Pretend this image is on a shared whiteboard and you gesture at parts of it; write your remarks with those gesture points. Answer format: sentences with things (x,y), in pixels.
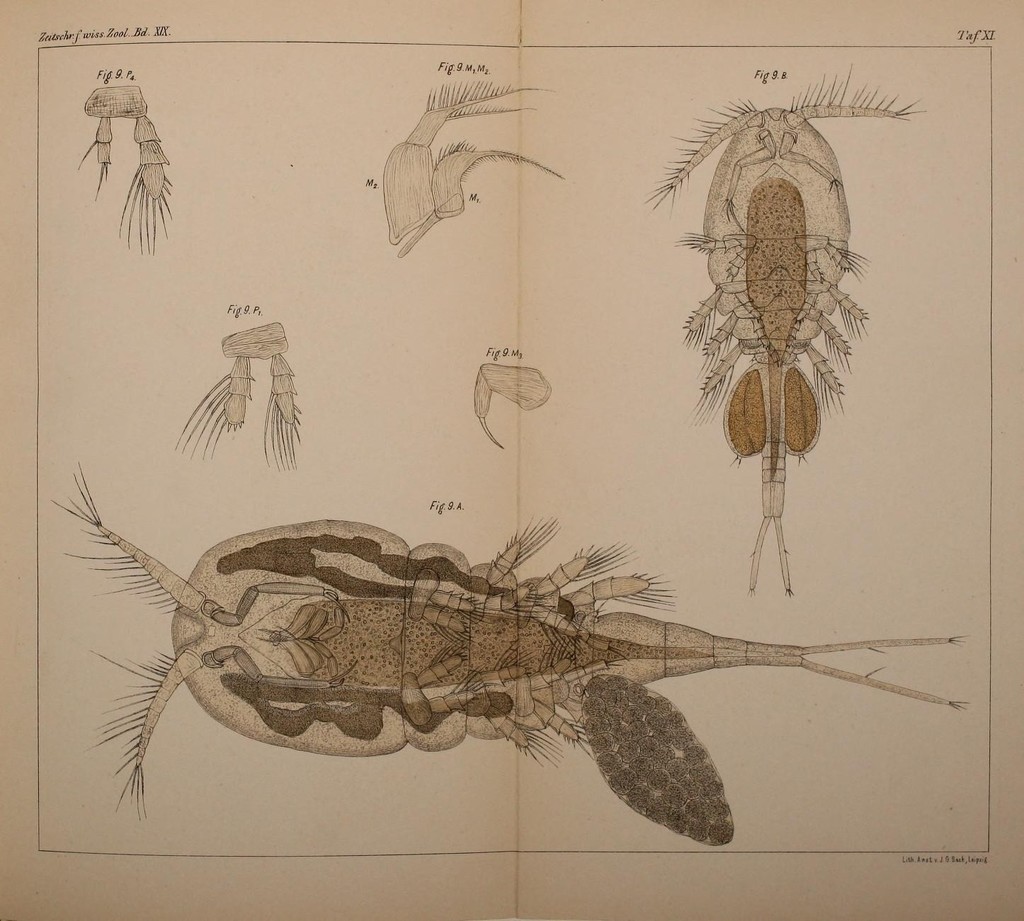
This is a book (594,374). On the book (531,387) we can see the sketch (259,632) of an internal structure (269,649) and parts (837,383) of the insects (837,383). In the background of the image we can see the text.
